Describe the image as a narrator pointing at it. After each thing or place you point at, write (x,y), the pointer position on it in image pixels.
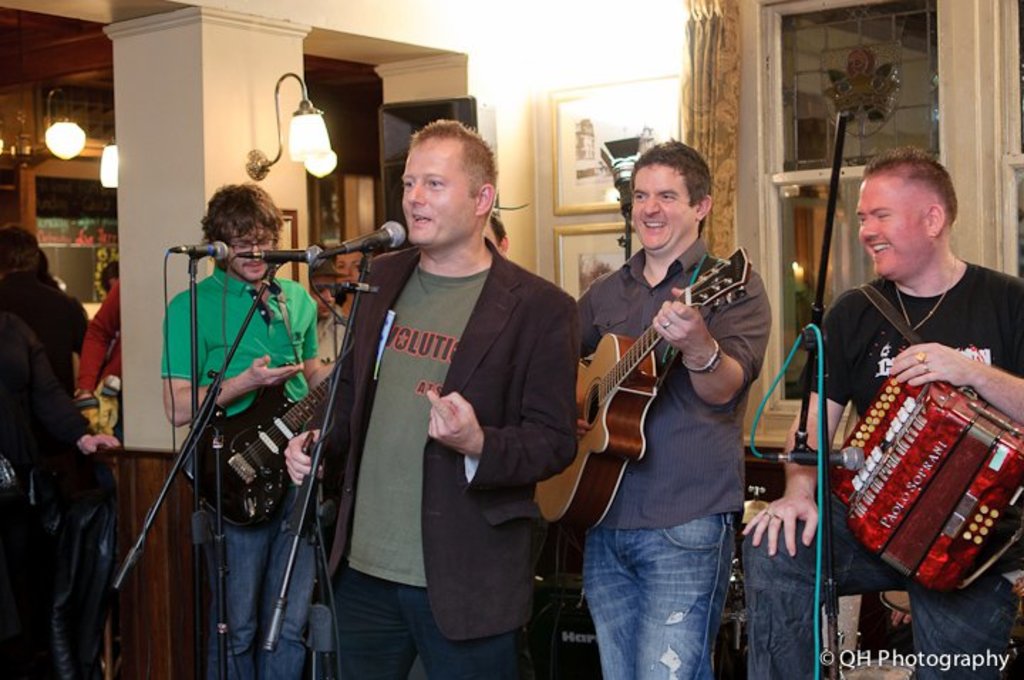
In the image we can see there are lot men (843,356) who are standing and people (672,411) are holding guitar (643,432) in their hand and a musical instrument (921,515).
